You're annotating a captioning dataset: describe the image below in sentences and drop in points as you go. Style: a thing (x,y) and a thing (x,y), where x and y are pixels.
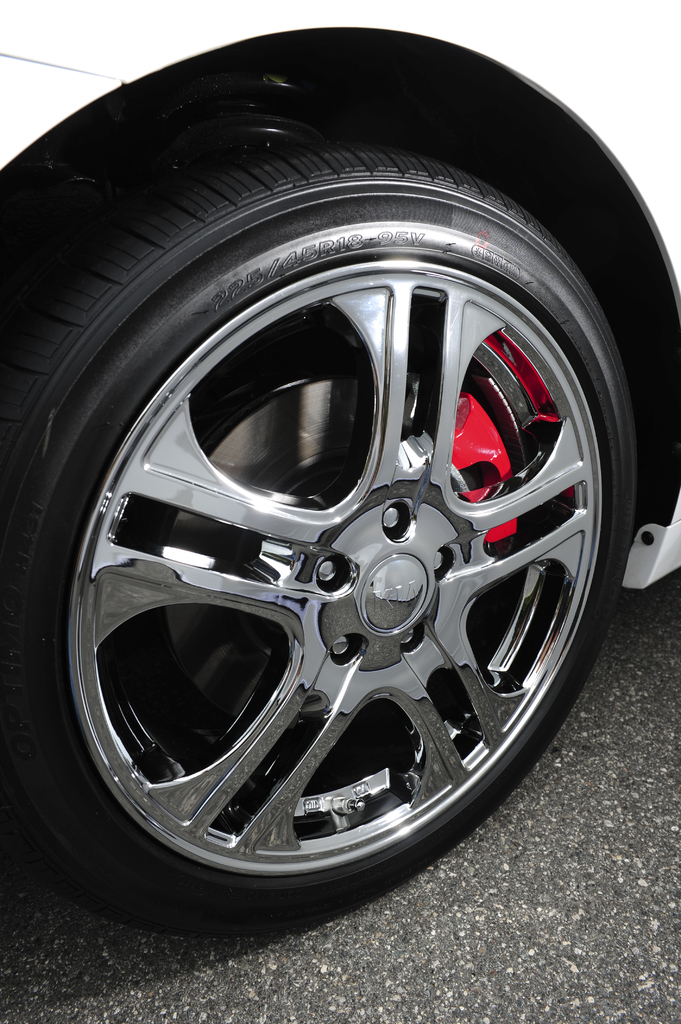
In the image we can see the tire (67,492) of the vehicle (149,105) and the road (554,865).
